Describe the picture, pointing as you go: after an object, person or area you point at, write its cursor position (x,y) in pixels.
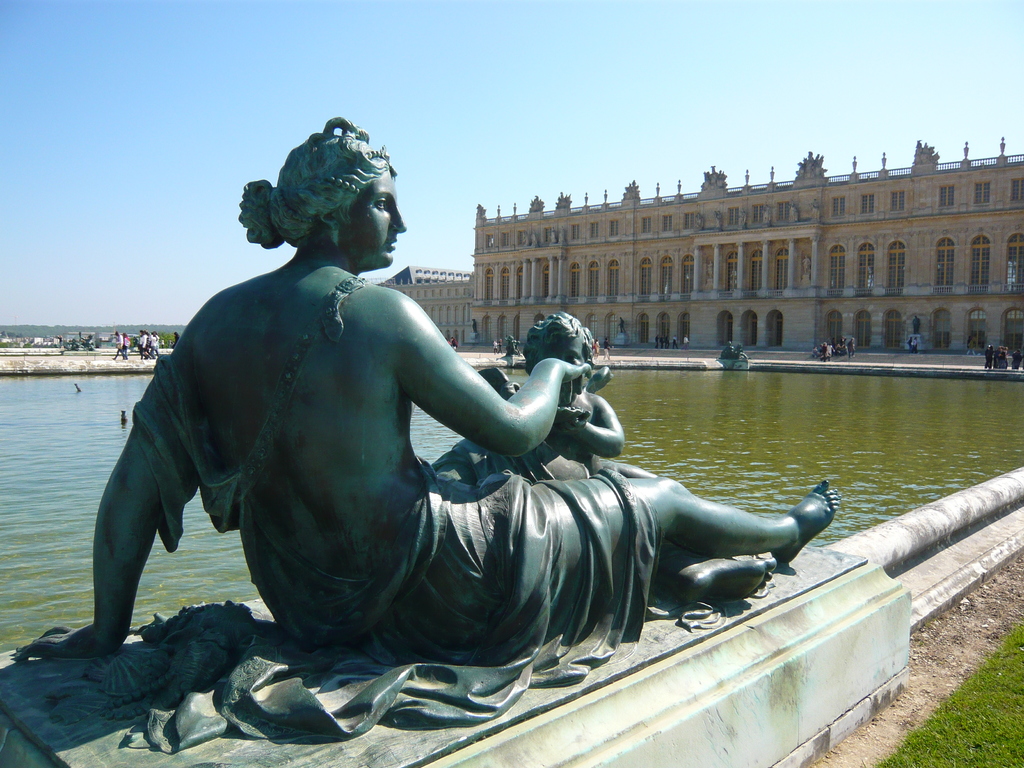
This picture is clicked outside. In the foreground (269,652) we can see the green grass (987,673) and a sculpture (440,366) of two persons (518,533) and sculptures (151,664) of some other objects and we can see the group of persons (827,349), water body (853,382), sky (209,133), building (503,236) and many other objects (37,352).
